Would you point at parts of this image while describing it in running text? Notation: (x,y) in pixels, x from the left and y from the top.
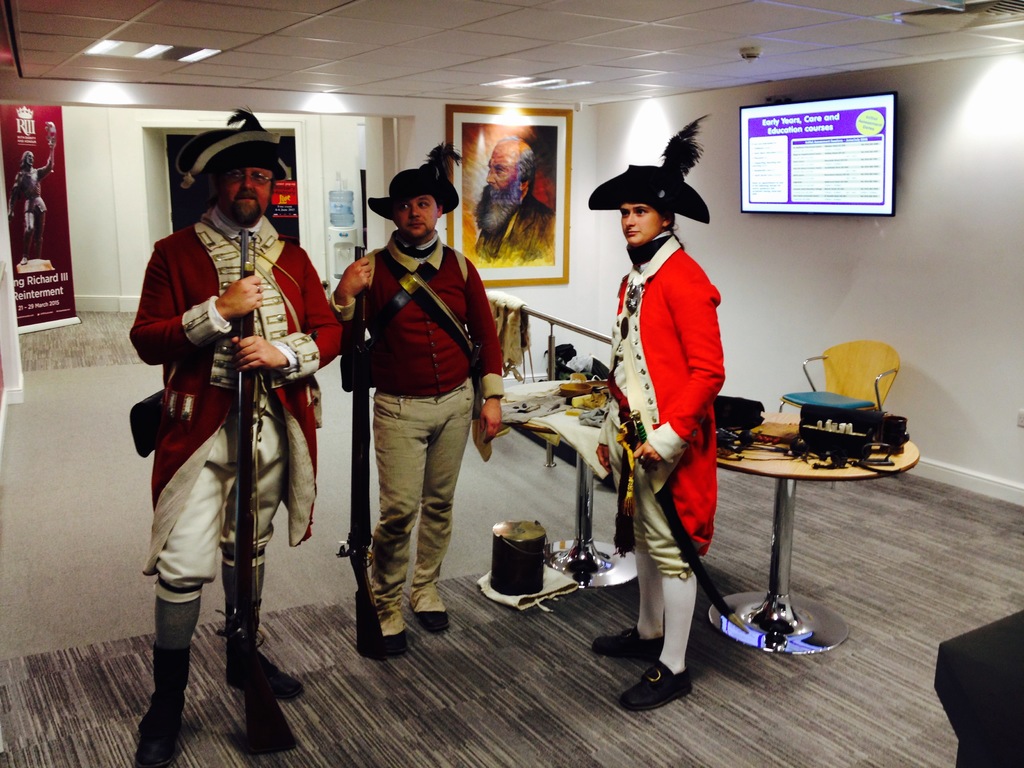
In this image, we can see persons (447,356) standing and wearing clothes (201,435). There are two persons (398,422) holding guns (353,462) with their hands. There is a banner (18,172) on the left side of the image (31,170). There is a screen (811,110) in the top right of the image (861,153). There is a photo frame (530,201) on the wall (579,193). There is a table (772,468) and chair (875,375) on the right side of the image (799,458). There are lights (531,83) on the ceiling (440,55) which is at the top of the image (542,40).
